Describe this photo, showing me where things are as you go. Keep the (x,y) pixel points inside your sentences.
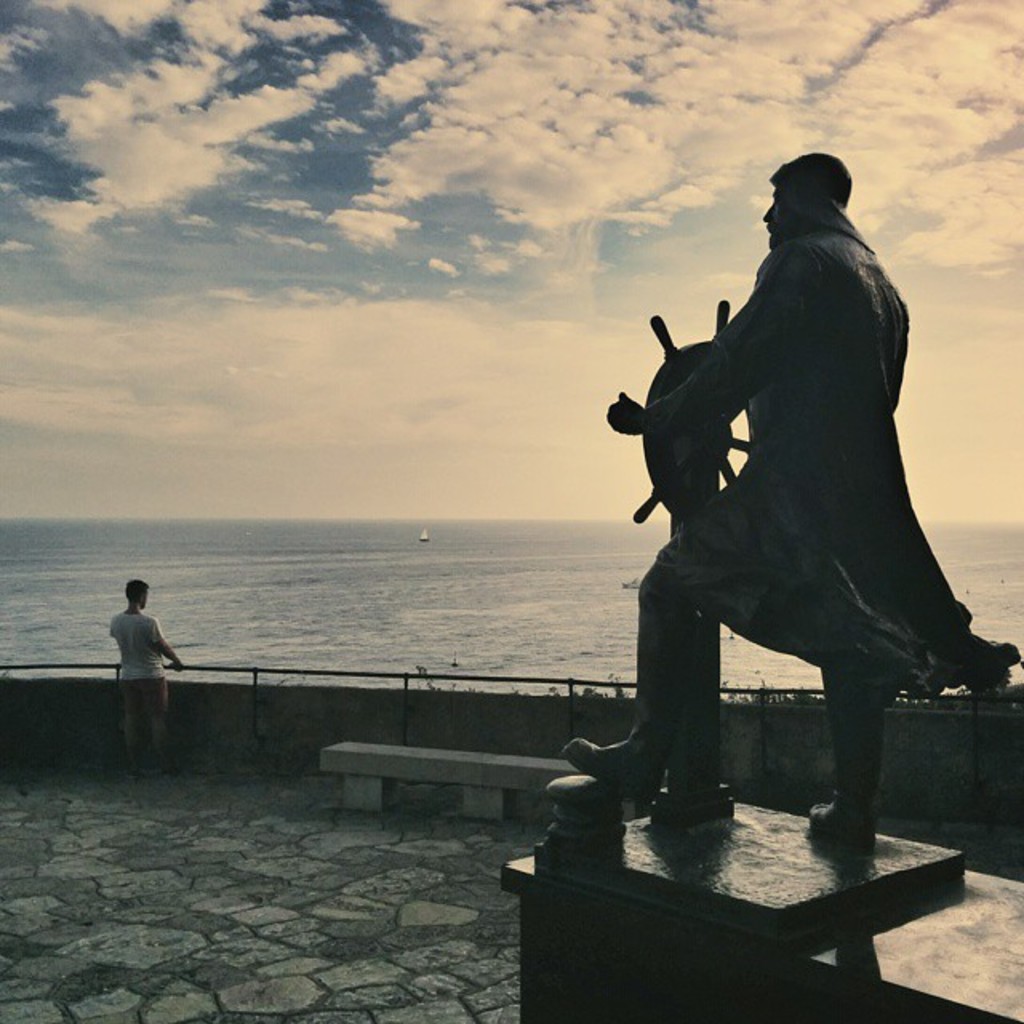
In this image we can see a statue (857,607), bench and a person (152,721) is standing on the pavement (104,880). In front of the person (136,673), the boundary (346,695) is there. Behind the boundary (960,714), sea (428,570) is present. The sky (274,159) is covered with clouds (58,96).
